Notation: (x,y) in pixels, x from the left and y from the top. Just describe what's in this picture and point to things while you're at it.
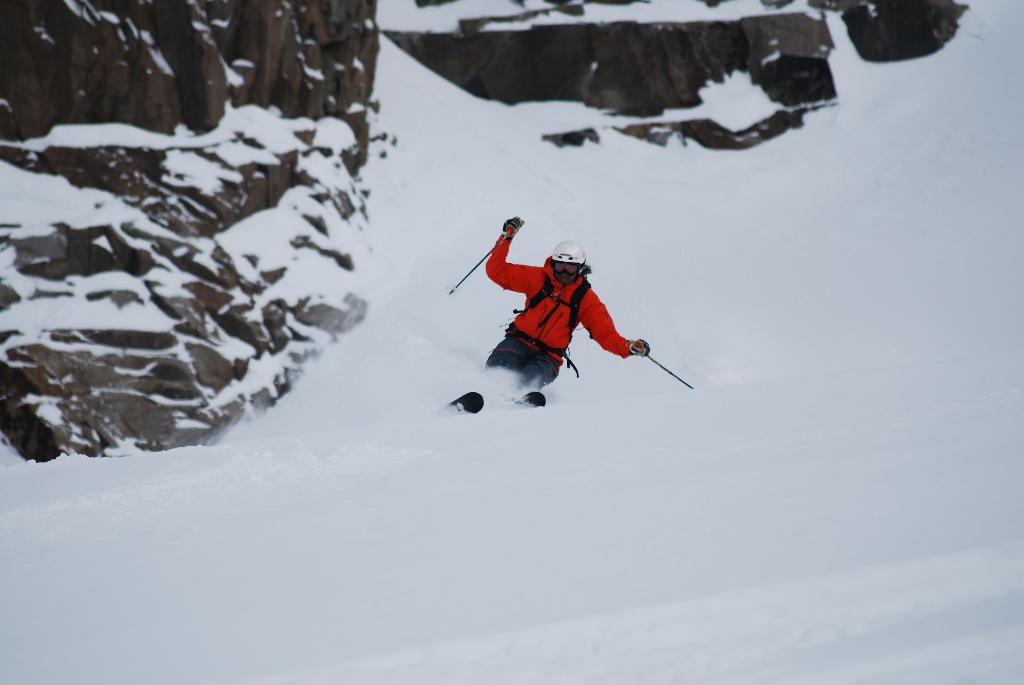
This picture is clicked outside the city. In the center (566,259) we can see a person (539,322) wearing helmet (580,250) and seems to be skiing on the ski-boards (538,396) and we can see there is a lot of snow (485,239). In the background (203,121) we can see the rocks (322,116) and we can see some other objects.
